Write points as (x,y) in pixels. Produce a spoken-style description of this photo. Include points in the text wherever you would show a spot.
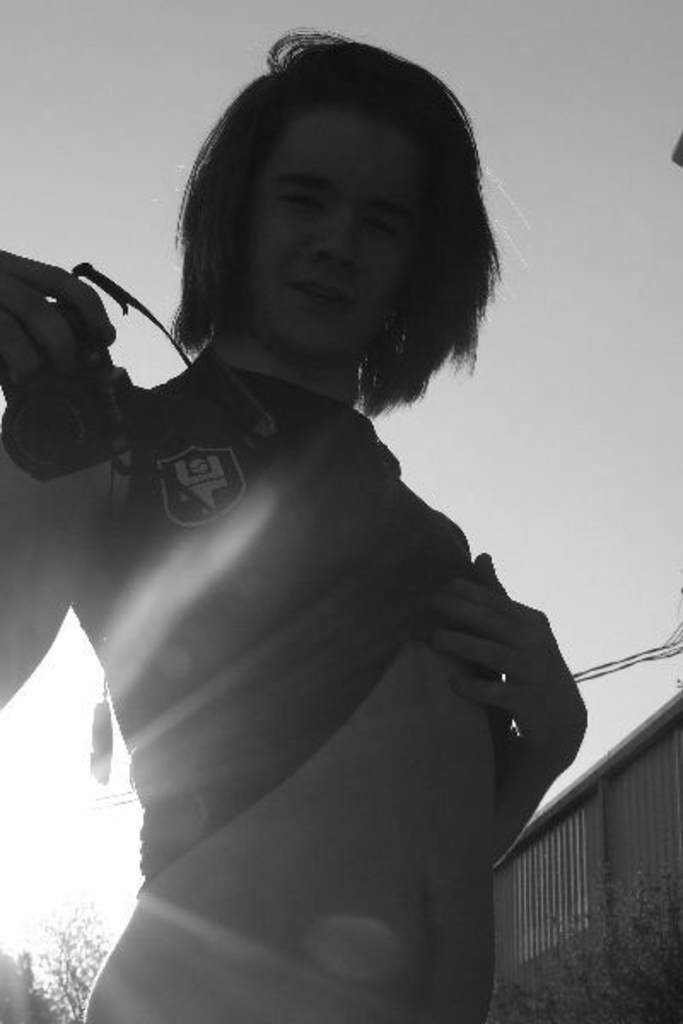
This is a black and white picture, in this image we can see a person (309,673) holding a camera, there are some trees (572,954) and a house (637,755), in the background (431,482), we can see the sky (483,344).
